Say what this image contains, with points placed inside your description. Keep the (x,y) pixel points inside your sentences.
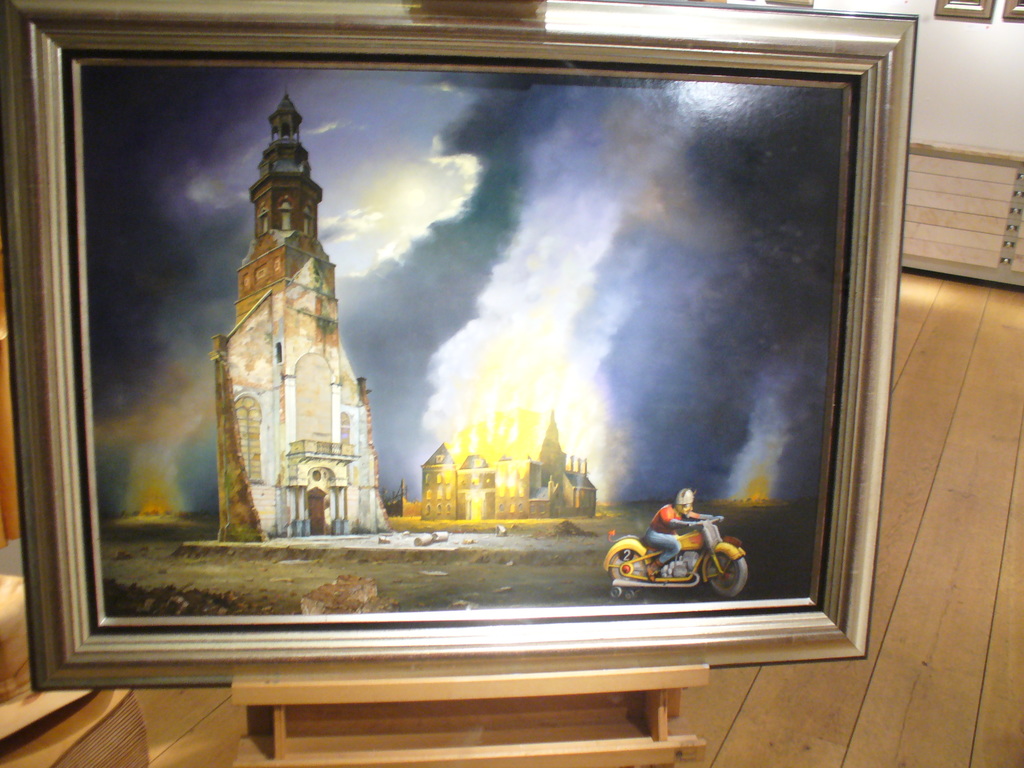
Here we can see a frame (695,31) on a stand (435,730) and on the frame (312,369) we can see a painting (285,378) of buildings (294,394), clouds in the sky (199,285) and a person (657,537) riding vehicle (624,539) on the ground (523,583). In the background (984,313) there are frames (971,11) on the wall (976,121), floor (985,400) and on the left (30,753) at the bottom corner (51,717) there is an object (18,582).
